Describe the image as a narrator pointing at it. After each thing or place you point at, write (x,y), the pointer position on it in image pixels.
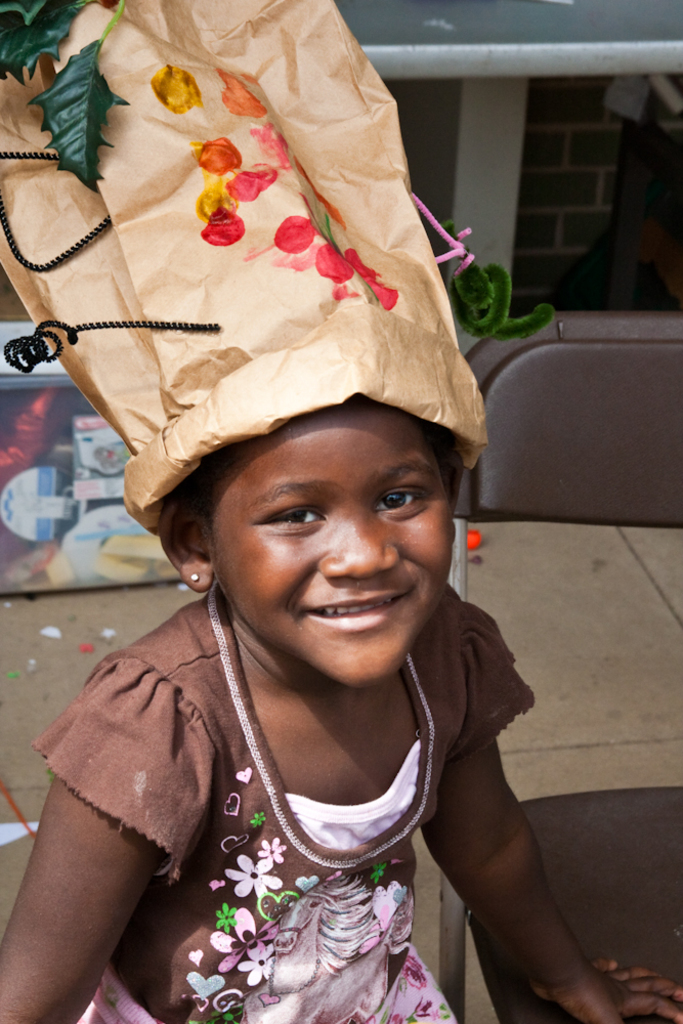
In this picture, there is a kid (219,754) and she is wearing a brown frock (223,884). On her head (318,441), there is a paper bag (291,86) with colors. Beside her, there is a chair (593,825).
